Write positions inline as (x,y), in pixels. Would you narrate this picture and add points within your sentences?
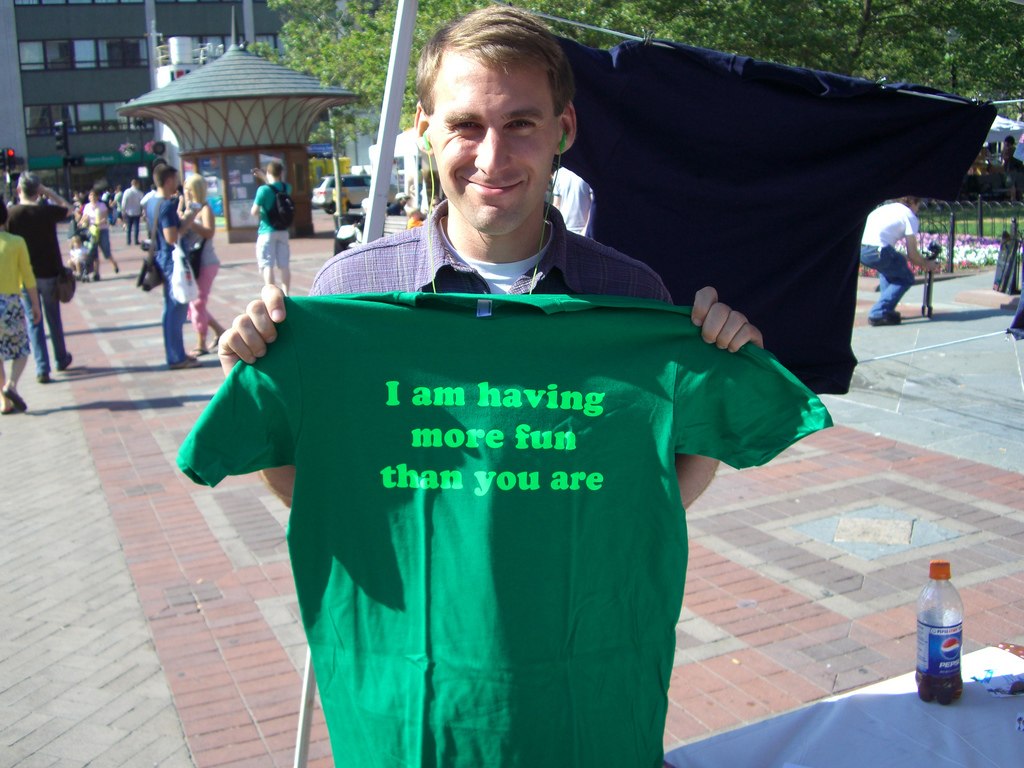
In this picture we can see a person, he is smiling, holding a t shirt (349,627), on this t shirt (435,627) we can see some text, here we can see a bottle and in the background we can see a group of people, building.
